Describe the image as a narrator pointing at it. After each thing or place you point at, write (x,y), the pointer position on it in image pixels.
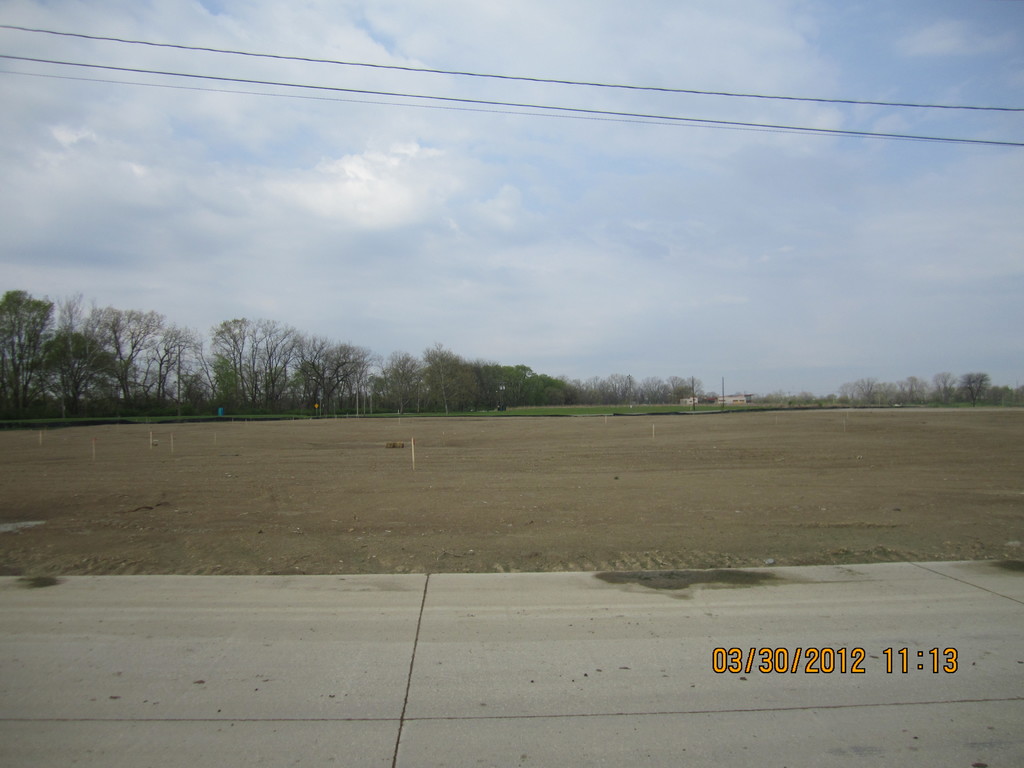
In this picture we can see numbers (841,666) and symbols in the bottom right (795,665). There is grass (616,411), trees (616,391), poles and other objects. We can see wires (1013,111) and the cloudy sky (457,208).
